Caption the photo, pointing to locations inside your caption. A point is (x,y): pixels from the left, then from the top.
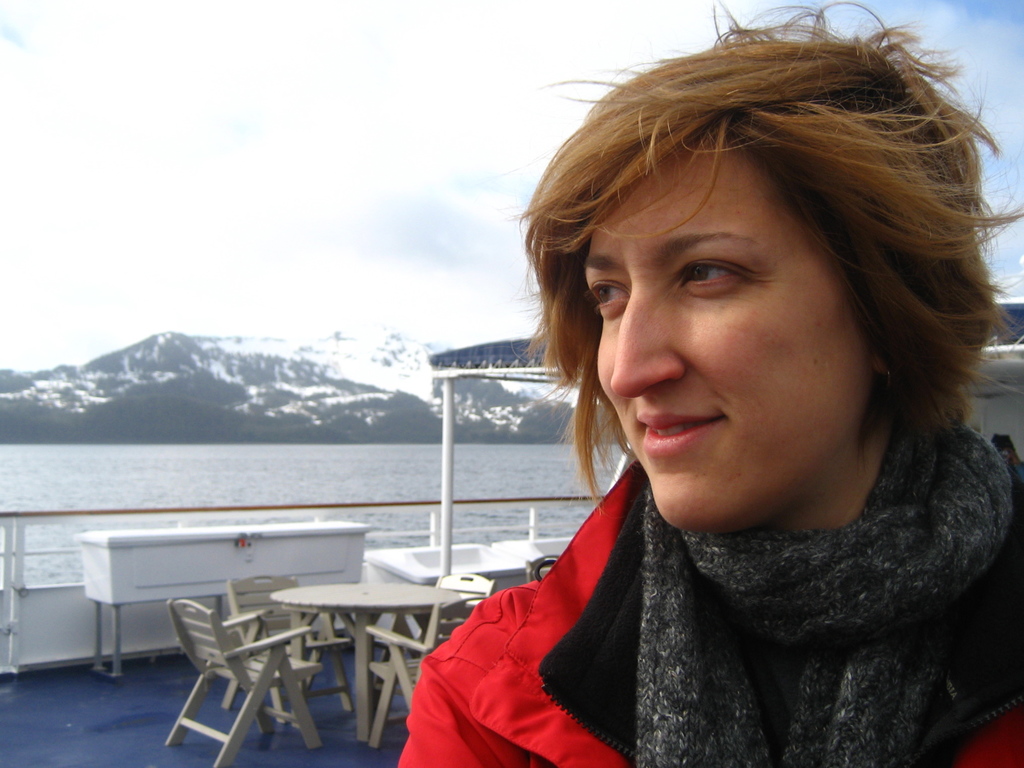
In this image I can see a person (688,455) smiling. She is inside the ship (33,696). There is a dining table (339,596), cupboard (334,577) inside the ship (172,719). I can also see water (233,470), mountain (264,410), sky (327,161) in the background (206,320).
